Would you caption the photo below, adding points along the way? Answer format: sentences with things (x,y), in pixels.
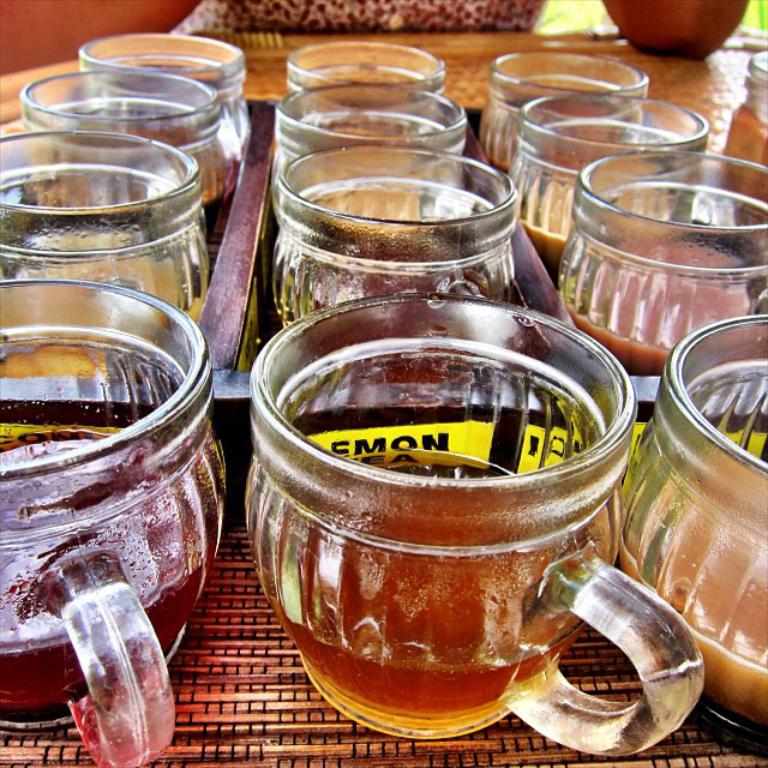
In this picture I can see cups (424,437) with some liquid (383,497) in it, are arranged in an order on the tray (216,220), on the table (469,100), and in the background (524,5) there are some objects (305,20).
